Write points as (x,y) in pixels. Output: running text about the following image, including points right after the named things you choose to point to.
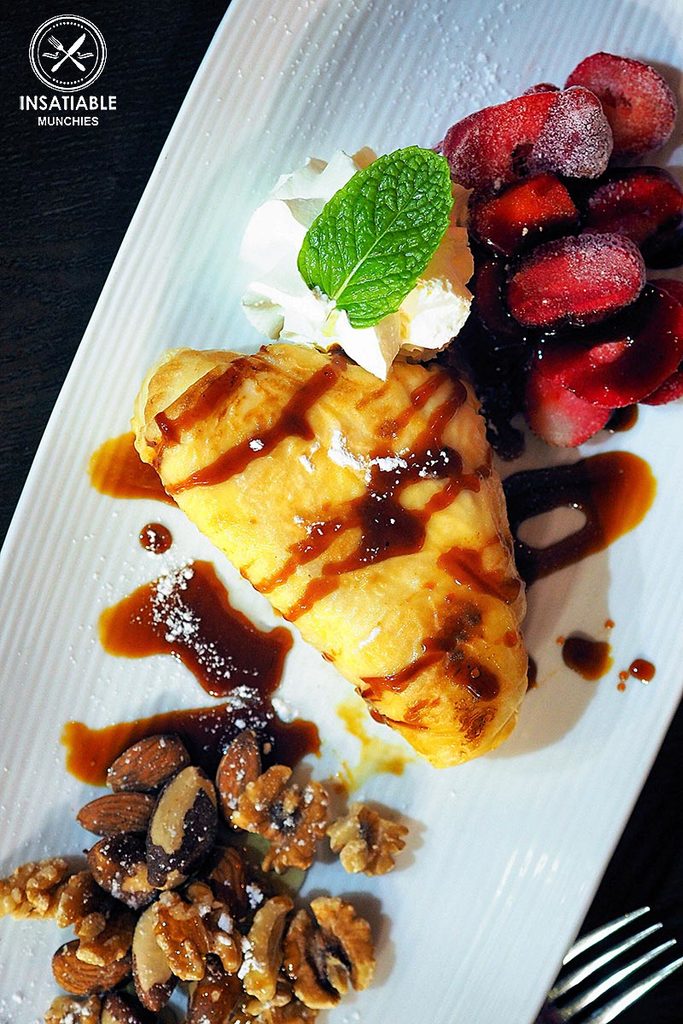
In this image we can see food item (275,604) on a white surface (489,836). In the bottom right (607,927) there is a fork (639,934).
